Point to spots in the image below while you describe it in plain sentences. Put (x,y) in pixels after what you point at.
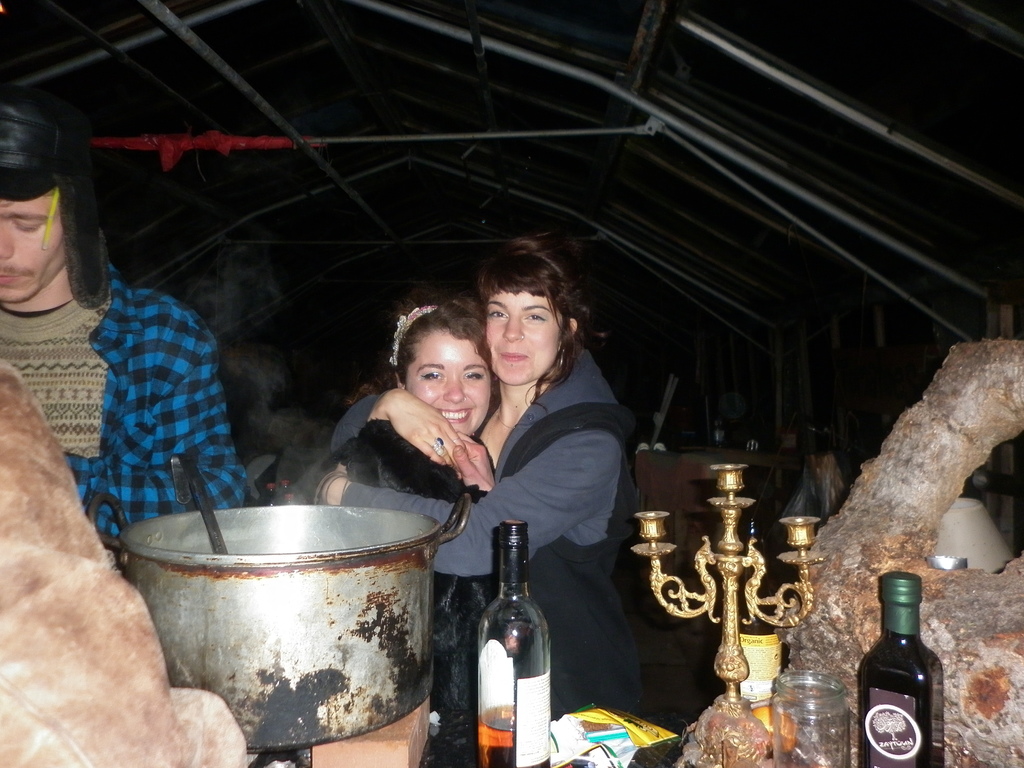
In this image I can see a bowl (283,635), bottles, containers (809,742), and some objects (742,679). To the left (142,444) there is a person (66,349) with blue shirt (156,385) is standing. To the side of him there are two people (475,406) standing and smiling. To the right (920,498) there is a branch (918,441). And they are under the shed (595,217). In the back (714,463) there is a table (705,453).
